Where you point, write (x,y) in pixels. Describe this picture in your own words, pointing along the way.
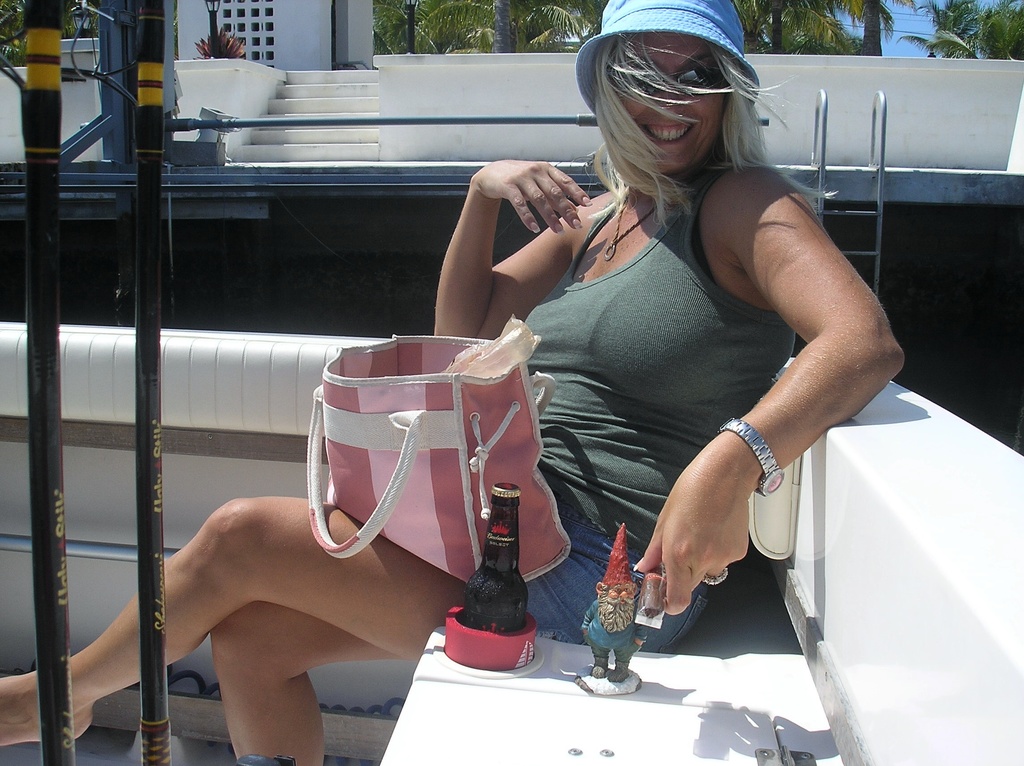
In this picture there is a woman (704,375) sitting on the bench (550,655). She wearing a hat (689,15), sunglasses (635,65) and there is handbag (441,396) in her lap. Beside her there is a bottle (501,555) and a sculpture (617,589). Behind her there is a building (280,36), lights (212,2), trees (418,7), sky (908,19), plants (228,46) and steps (319,103).
